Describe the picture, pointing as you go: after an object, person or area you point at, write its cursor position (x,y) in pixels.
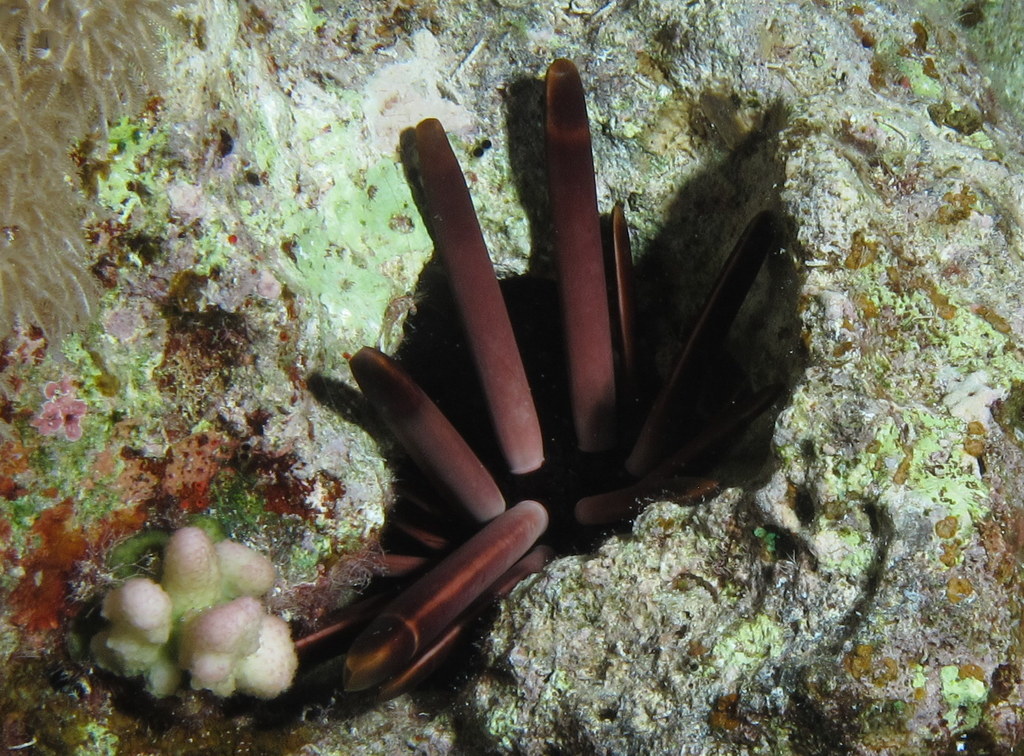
In this image I can see the brown color objects (529,405). To the side I can see some aquatic plants (209,658). And this is an underwater image.
